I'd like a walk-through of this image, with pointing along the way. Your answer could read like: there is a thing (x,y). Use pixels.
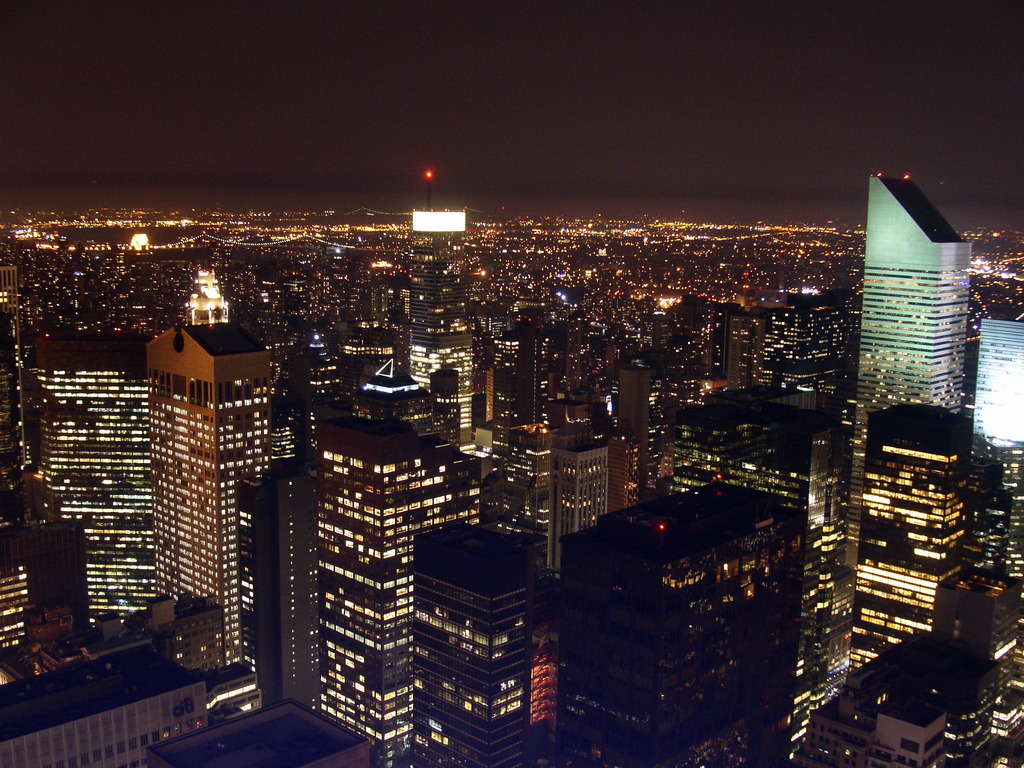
In this image there are buildings (464,491), lights (586,216) and sky (456,68).
